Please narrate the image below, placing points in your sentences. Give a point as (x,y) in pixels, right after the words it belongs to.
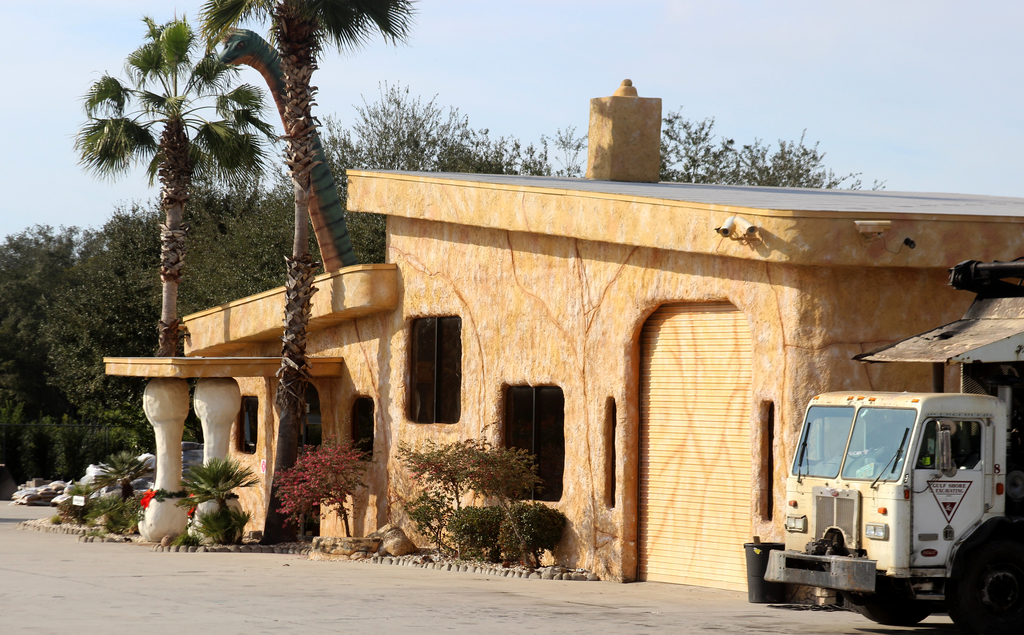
In the image there is an architecture (658,335), beside that there is a vehicle (869,475) and around the architecture (535,385) there are plants (207,493) and trees (300,316).
